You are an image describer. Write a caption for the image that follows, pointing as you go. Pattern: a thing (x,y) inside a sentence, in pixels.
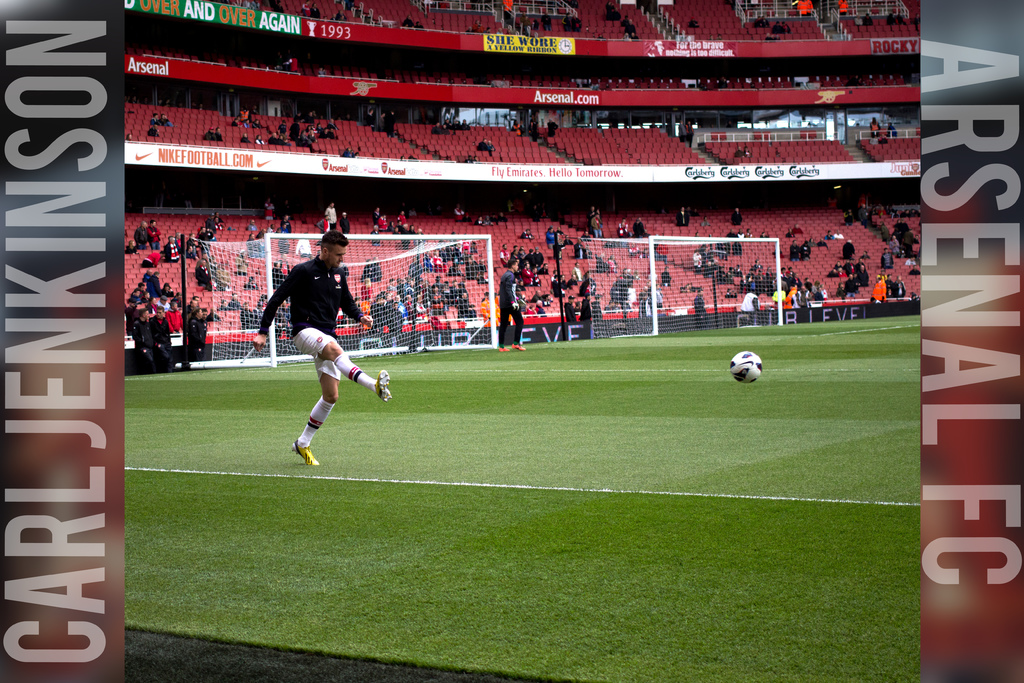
In this image it seems like it is a football stadium (293,196). There is a man (311,320) on the ground (356,404) who is kicking the football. In the background (453,300) there are two goal posts (622,279). Behind the goal post (472,235) there are few people (596,221) sitting in the chairs (540,242).
